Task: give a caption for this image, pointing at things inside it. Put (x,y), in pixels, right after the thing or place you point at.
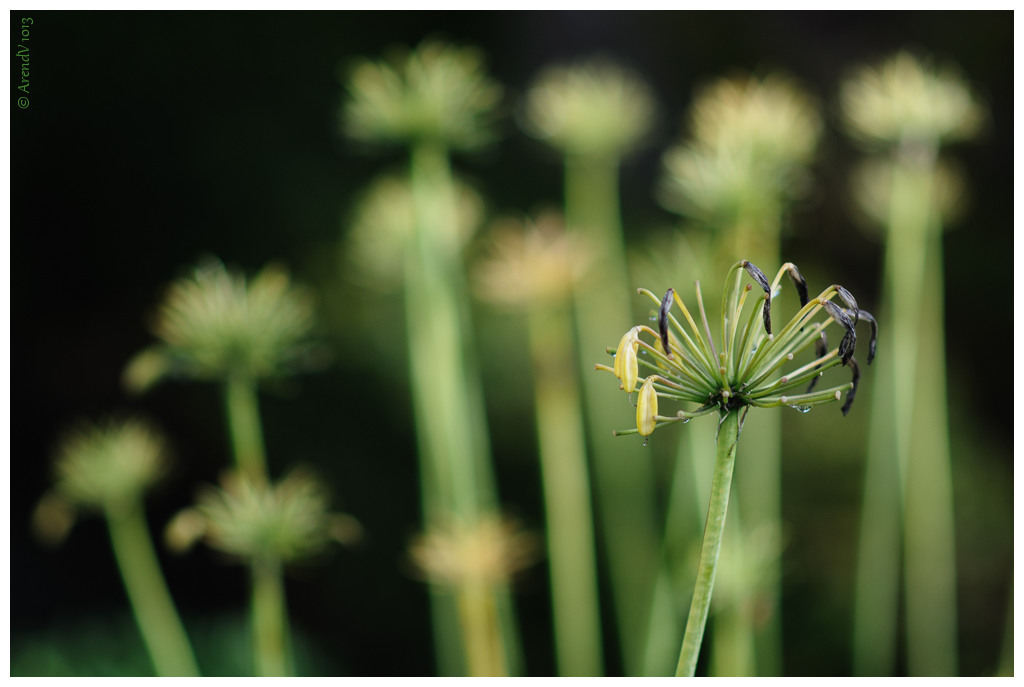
In the picture I can see a flower (729,441). In the background (760,438) I can see flowers (765,224). The background of the image (382,333) is blurred.
